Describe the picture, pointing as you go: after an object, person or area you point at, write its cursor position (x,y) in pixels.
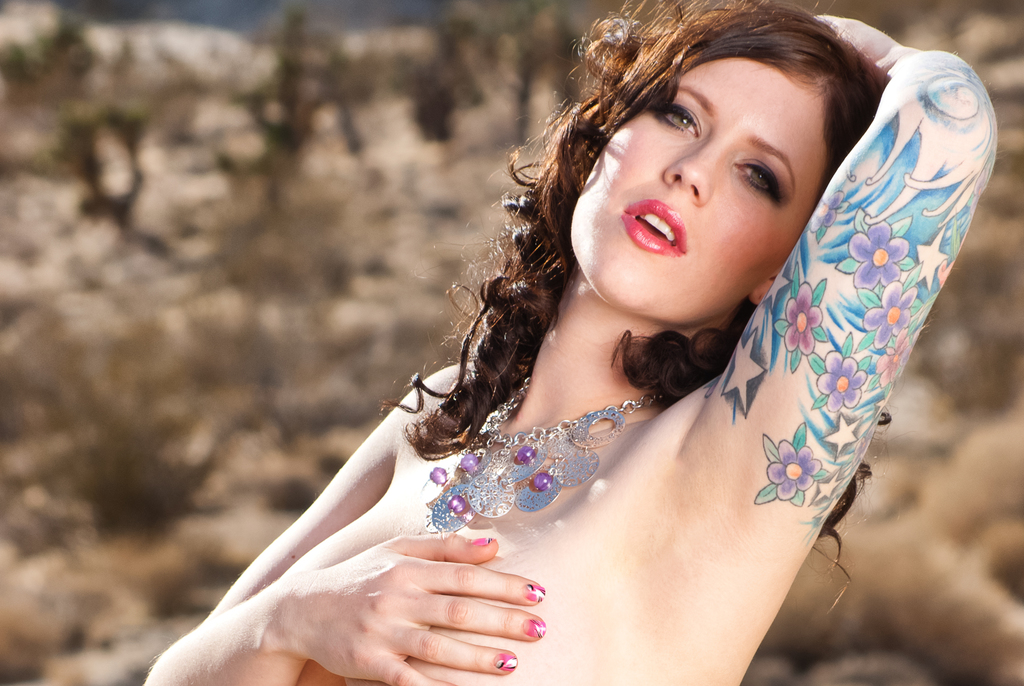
In this image I can see a person (461,636), the person (574,382) is wearing the jewellery (574,442) and a colorful tattoo (787,460) on the hand (812,386) and I can see blurred background (77,293).
